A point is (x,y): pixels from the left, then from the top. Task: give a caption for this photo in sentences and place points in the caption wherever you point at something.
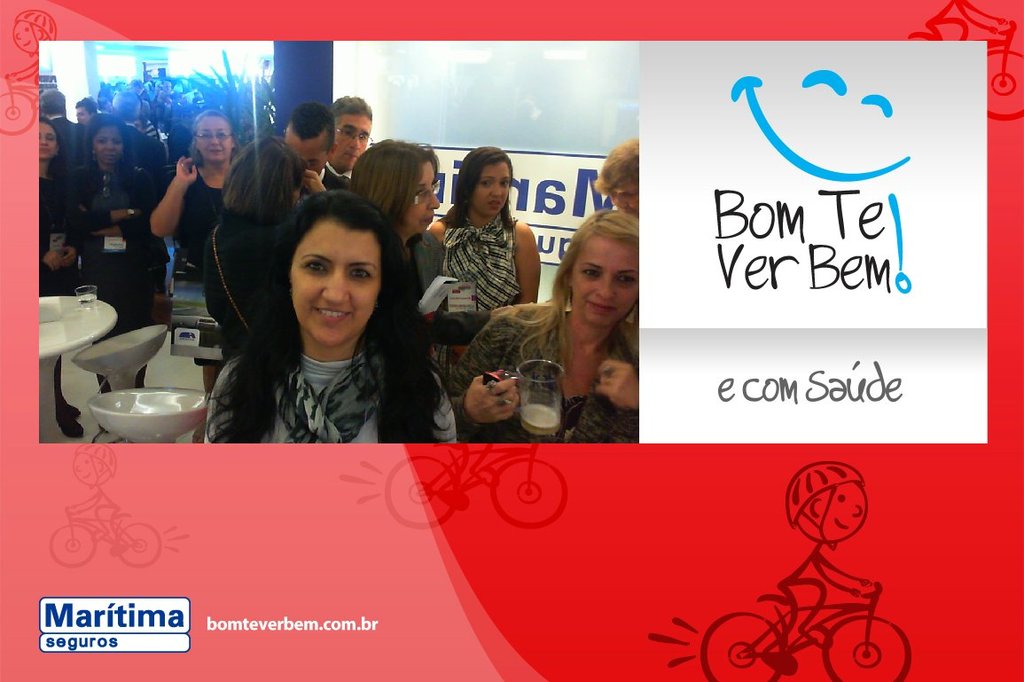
This is an edited image. There are people (62,187) at the left corner of the image (40,272).
